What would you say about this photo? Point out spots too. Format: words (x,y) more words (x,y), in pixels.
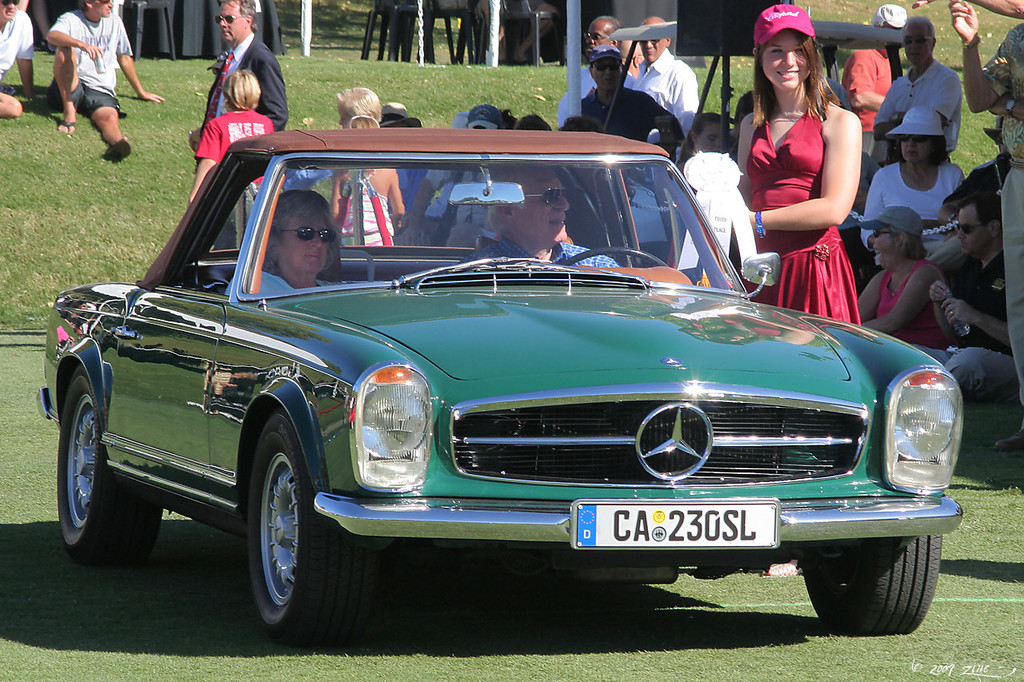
In this image we can see a car (266,300) in which two persons (496,240) are sitting in it. In the background (918,182) we can see few people (590,88) sitting on the ground (148,79).
